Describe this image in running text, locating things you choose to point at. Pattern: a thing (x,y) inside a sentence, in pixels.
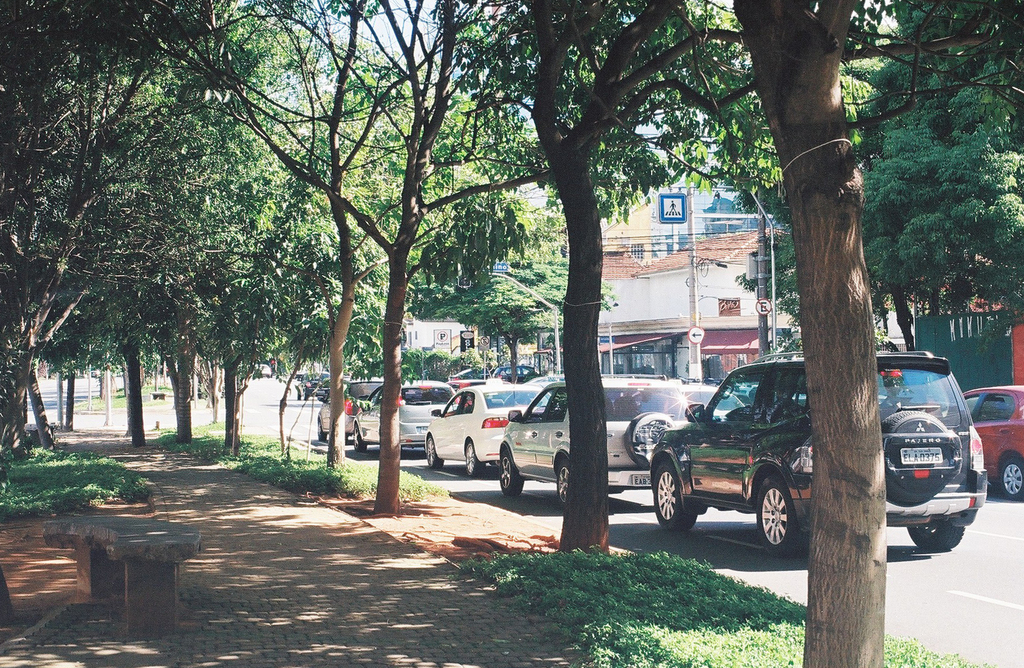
In this image I can see few vehicles (685,523) on the road (729,523) and I can see few trees (517,277) in green color, few stalls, buildings (661,286) in white and cream color and the sky (434,35) is in white color.
